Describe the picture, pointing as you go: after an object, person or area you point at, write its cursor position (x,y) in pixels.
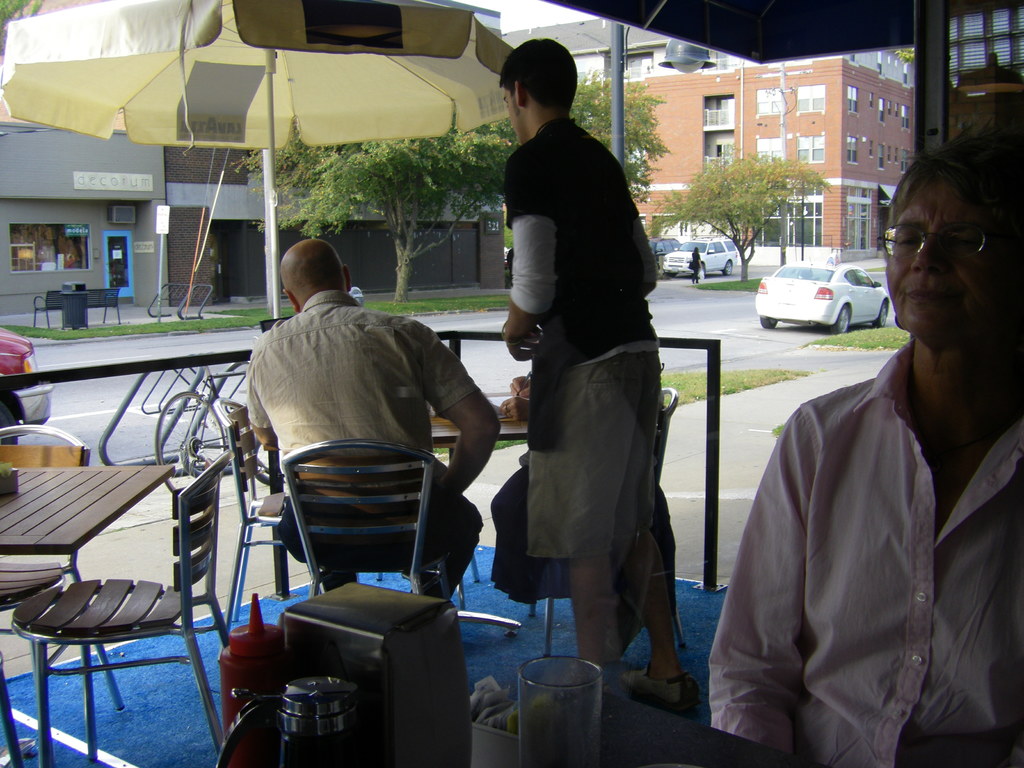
In this image we can see the person's (319,399), chairs (61,570) and tables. At the bottom (310,637) we can see the objects (355,640) on a table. In the background (194,326), we can see the grass (235,323), vehicles (158,444), trees (706,199), buildings (250,291) and a pole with light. At the top (540,12) we can see the sky (524,6).
